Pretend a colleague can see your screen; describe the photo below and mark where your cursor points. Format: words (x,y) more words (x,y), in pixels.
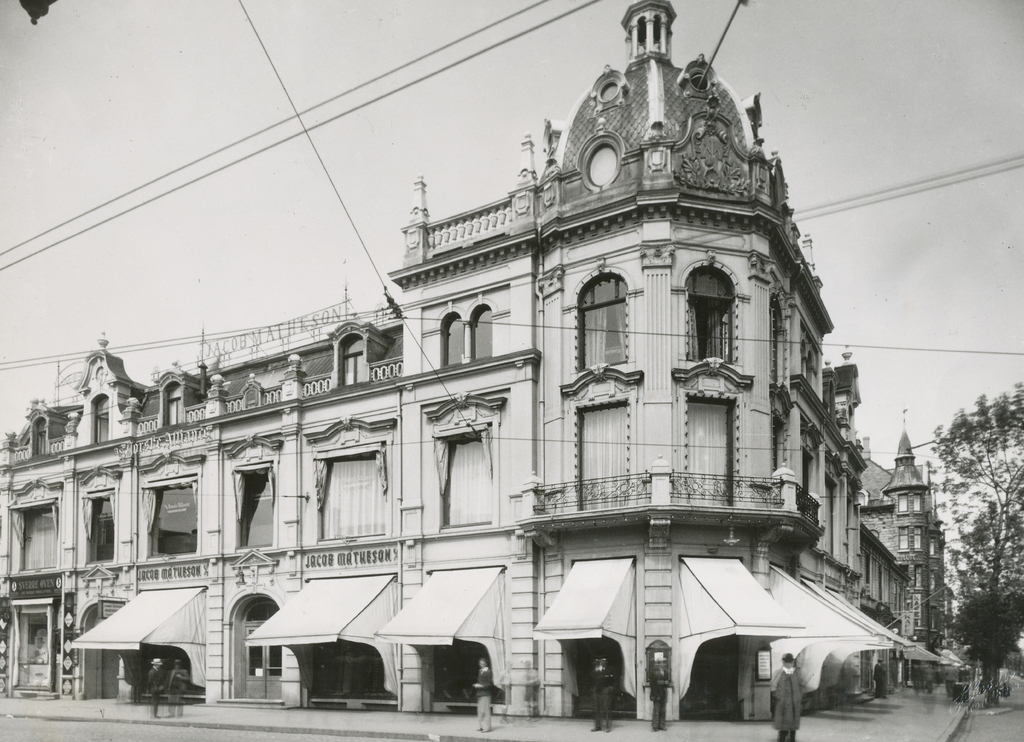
In this picture there is building (720,652). There are group of people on the footpath (771,729). On the right side of the image (1018,400) there is a tree (1009,569). At the top (326,12) there is sky (476,86) and there are wires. At the bottom (1004,735) there is a road (963,735).
